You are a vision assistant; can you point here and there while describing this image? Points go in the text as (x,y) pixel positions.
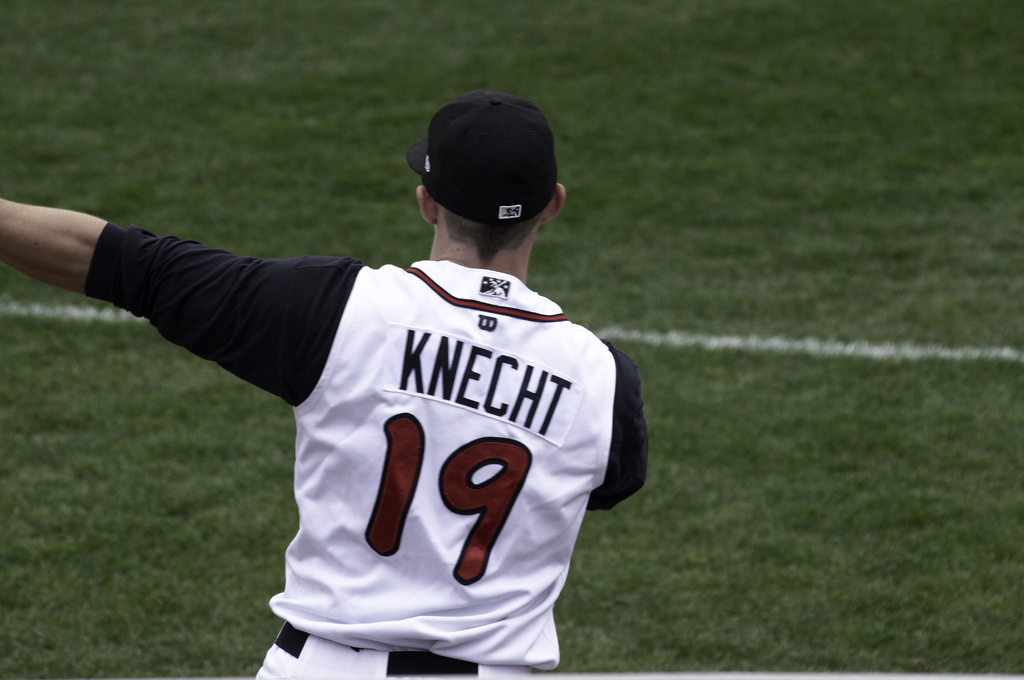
In the center of the image (347,321) we can see a man (477,427) is standing and wearing a sport dress (490,311), hat (511,214). On the T-shirt (553,409) we can see the text (423,452). In the background of the image (28,494) we can see the ground (715,245).
